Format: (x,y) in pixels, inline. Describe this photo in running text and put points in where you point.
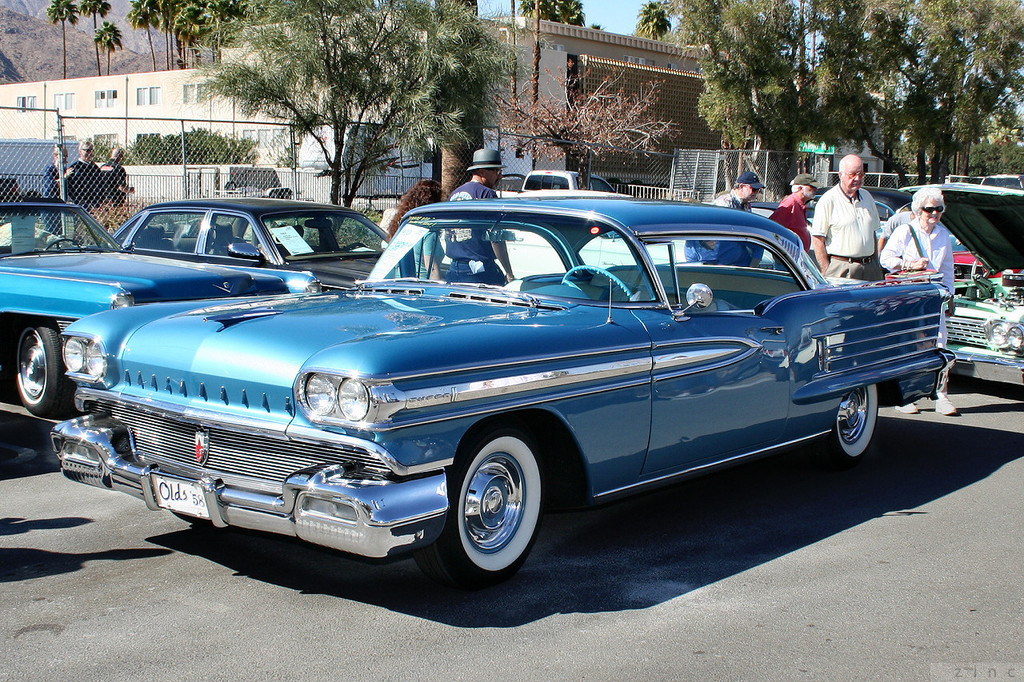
In this image we can see cars (503,262) are parked, behind car (580,349) people (836,252) are there. To the left side of the image (56,177) one girl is there. Background of the image (681,60) building (547,85) and trees (379,37) are present.
